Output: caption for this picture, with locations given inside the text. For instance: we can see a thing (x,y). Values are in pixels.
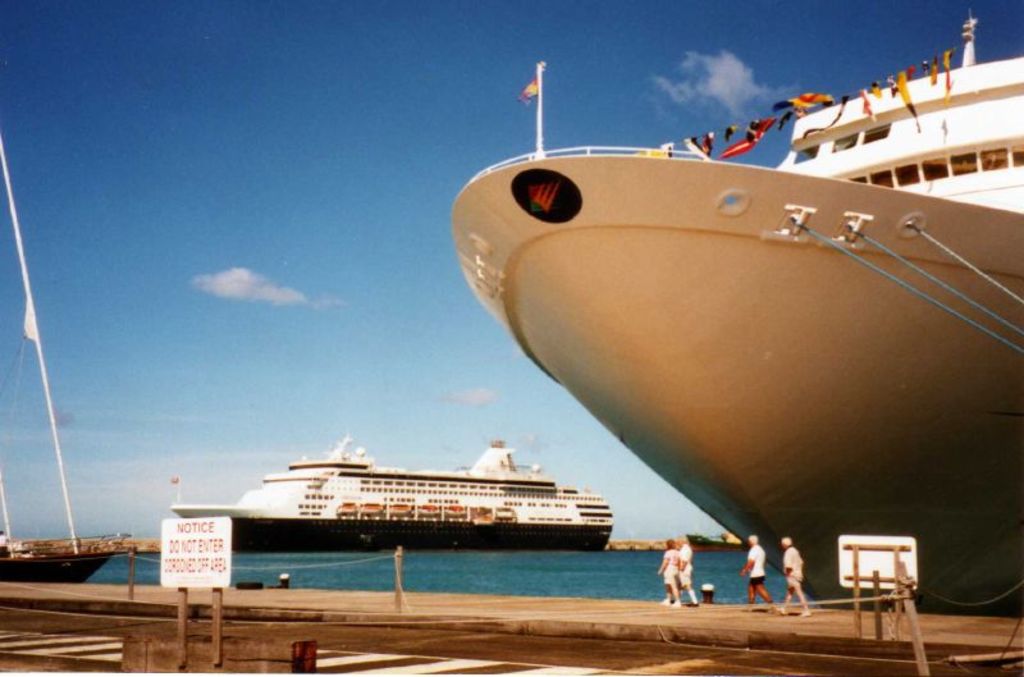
In the picture I can see ships (646,457) on the water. I can also see people (755,585) walking on the yard (529,611). I can also see boards (179,580), poles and some other objects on the yard (430,650). In the background (220,436) I can see the sky (233,428).
